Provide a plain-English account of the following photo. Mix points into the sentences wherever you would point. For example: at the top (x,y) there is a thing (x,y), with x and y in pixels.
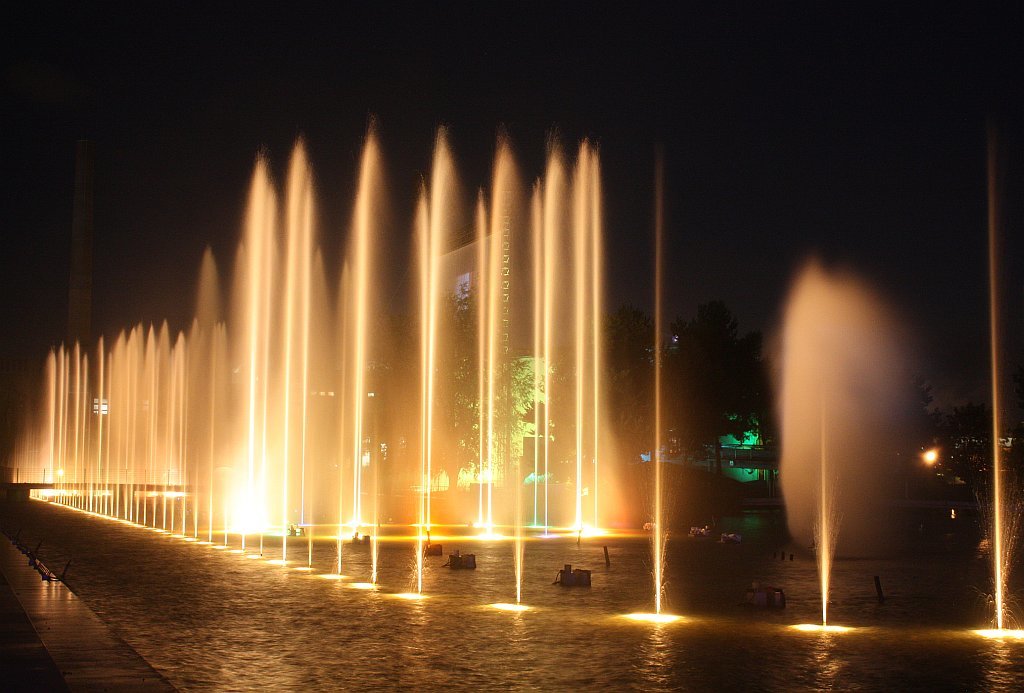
In this image I can see water fountain (485,344) and lights (365,455) and trees (511,358) in the middle (630,260) at the top (434,134) I can see the sky (725,134) and this picture is taken in night view.
